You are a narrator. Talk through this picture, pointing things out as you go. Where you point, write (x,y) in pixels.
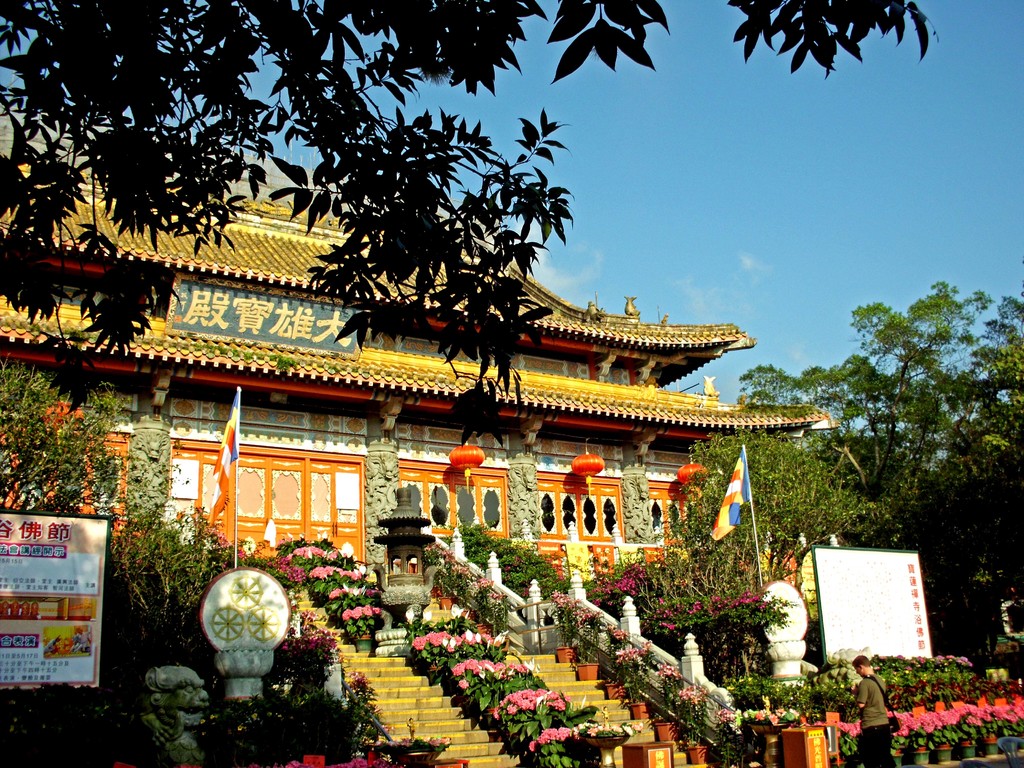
In the image there is a temple (280,483) in the front (520,525) with many plants (428,627) and trees (827,455) in front of it and a person (875,707) standing on the right side (867,750) and above its sky (756,182).
